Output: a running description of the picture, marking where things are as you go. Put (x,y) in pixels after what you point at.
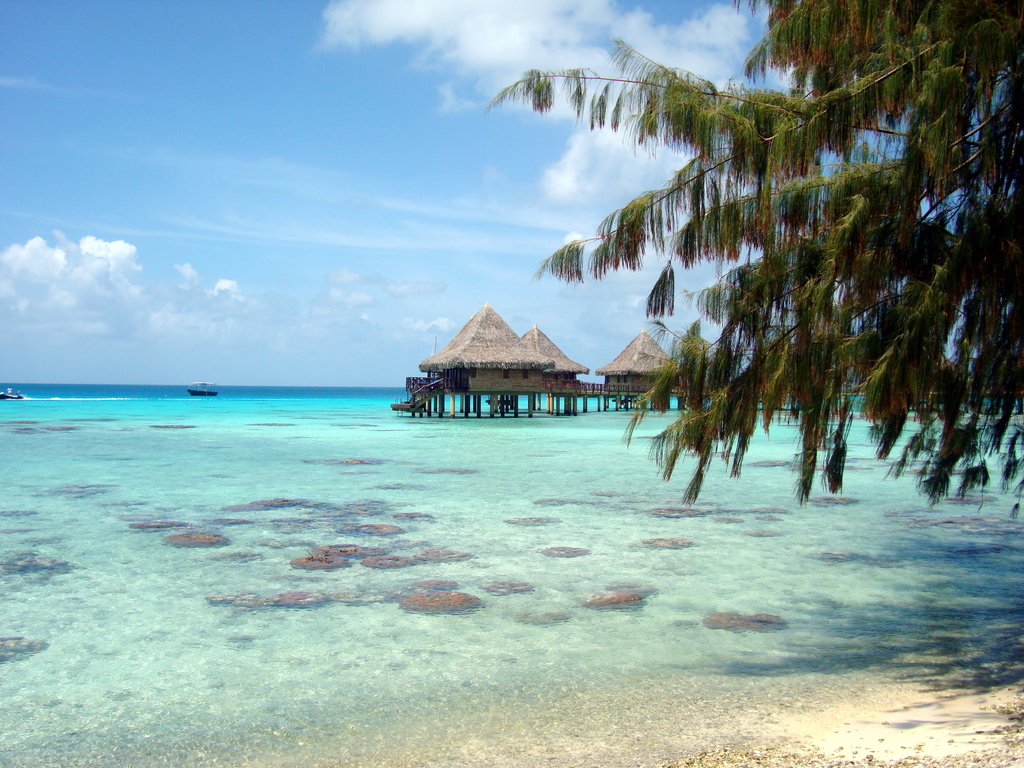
In this image in the front (862,252) on the right side (881,243) there are leaves (932,157). In the center (511,379) there are huts (536,386) and in the background (177,395) there are boats (202,395) sailing on the water (173,406) and the sky (443,117) is cloudy.
